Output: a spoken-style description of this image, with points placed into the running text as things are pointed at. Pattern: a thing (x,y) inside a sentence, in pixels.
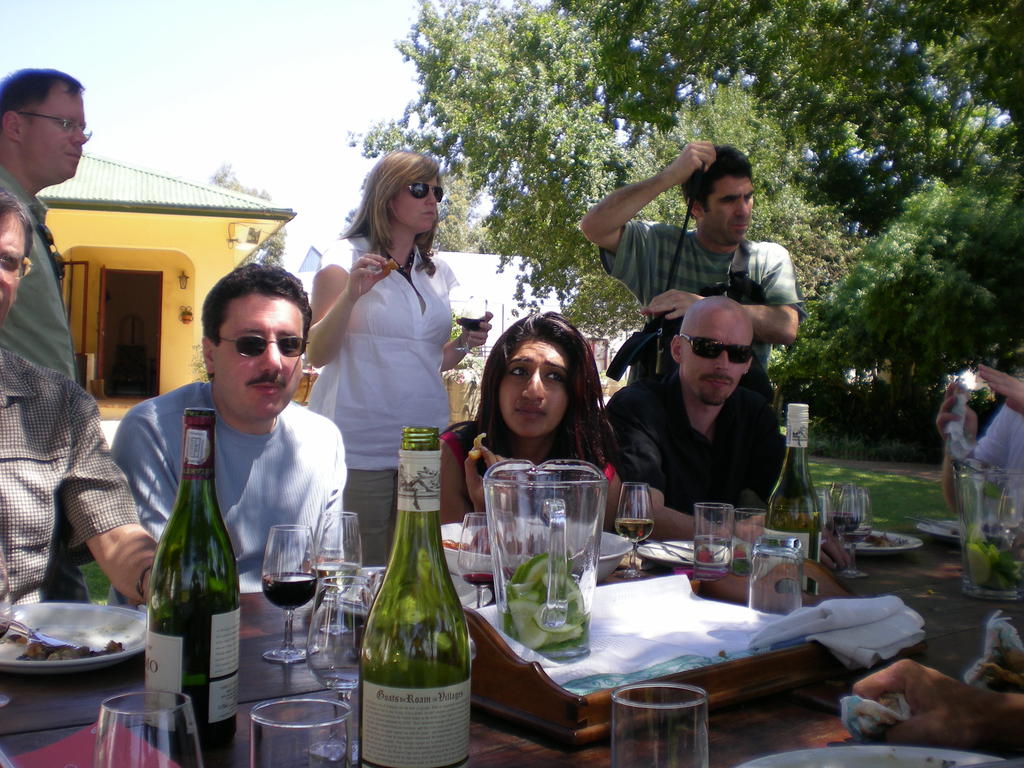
On the table (529,745) there is glass (473,553), bottle (401,661), food (83,650). plate (125,632), bowl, near the table (907,653) people (709,432) are sitting and standing, in the back (264,240) there is house (219,268) and trees (810,145).
